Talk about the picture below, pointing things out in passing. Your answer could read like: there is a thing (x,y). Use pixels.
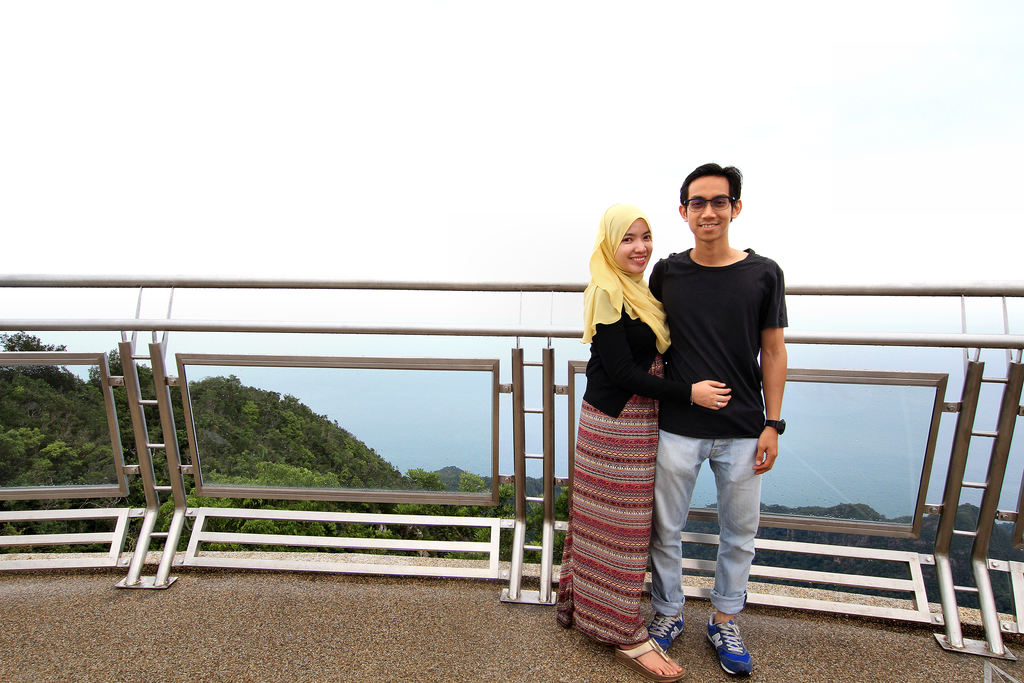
In this image, I can see the man (709,325) and woman (641,592) standing on the floor (539,658) and smiling. I can see the glass fence (400,380) behind these two people (698,419). In the background (344,445), there is a hill (322,451) with the trees (305,434) and the sky (681,237).
